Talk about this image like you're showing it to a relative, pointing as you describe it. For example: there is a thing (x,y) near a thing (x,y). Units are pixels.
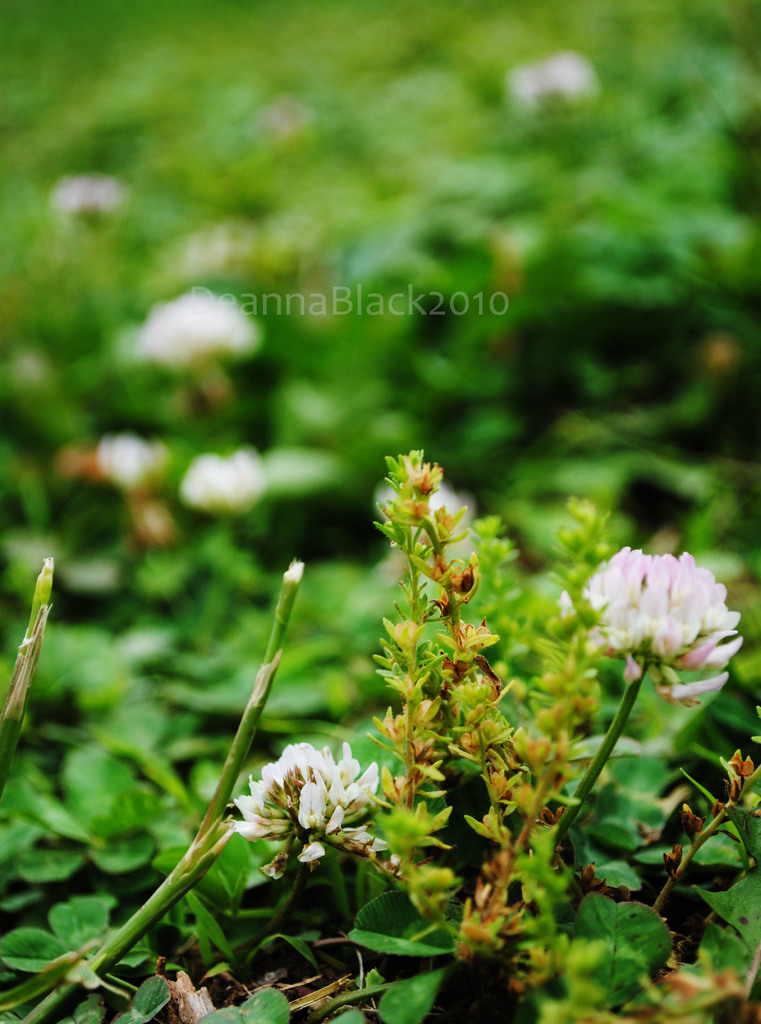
In this image on the foreground (507,771) there is a flower plants (642,590). In the background (317,471) there are other plants (223,371). The background (212,353) is blurry.
